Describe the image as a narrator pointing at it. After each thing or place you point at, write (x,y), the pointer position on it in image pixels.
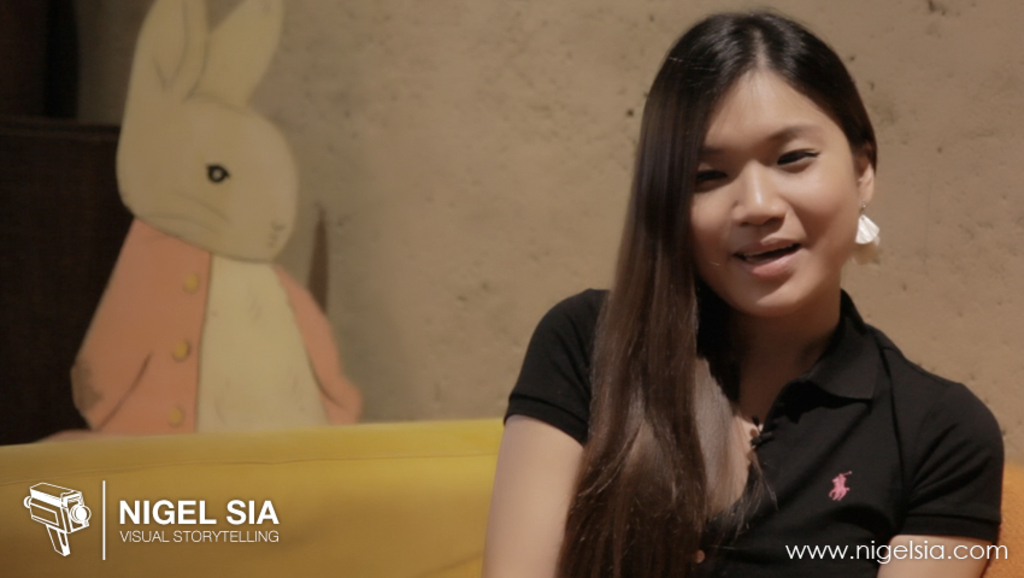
In this picture I can see a woman (729,459) sitting and a wall (362,241) in the background (415,142). I can see a cartoon image (200,242) on the left side (213,301) and text (135,514) at the bottom left (111,515) and bottom right (921,542) corners of the picture.
